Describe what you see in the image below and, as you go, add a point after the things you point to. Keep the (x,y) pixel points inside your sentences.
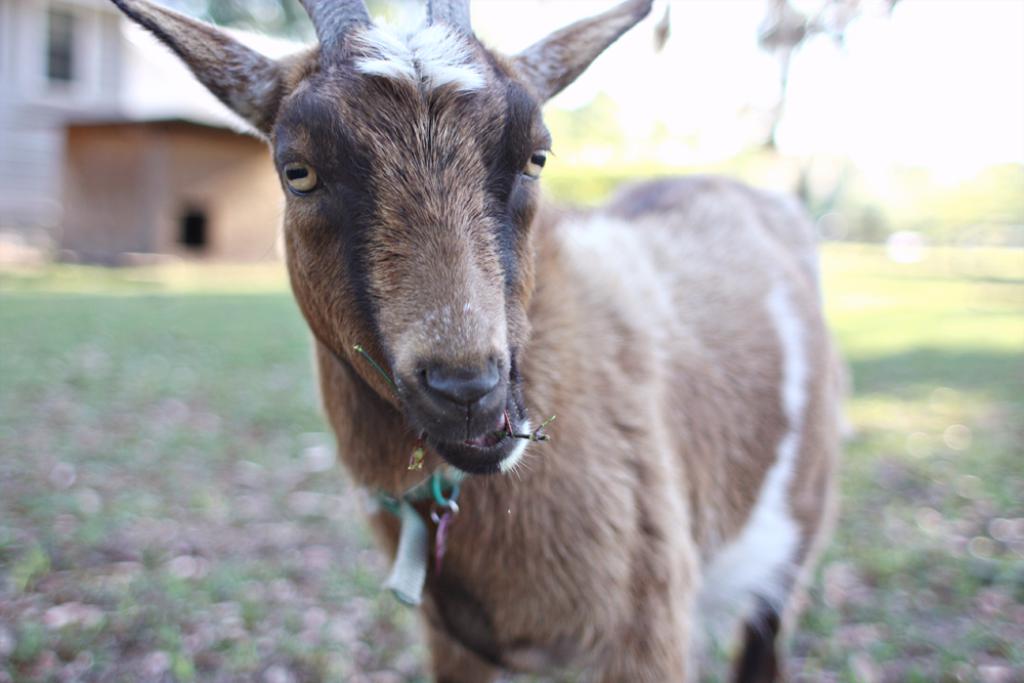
In this image I can see an animal (616,362) which is brown, black and white in color. I can see the blurry background (265,163) in which I can see few buildings (153,128), few trees (260,27) and the sky (948,29).
